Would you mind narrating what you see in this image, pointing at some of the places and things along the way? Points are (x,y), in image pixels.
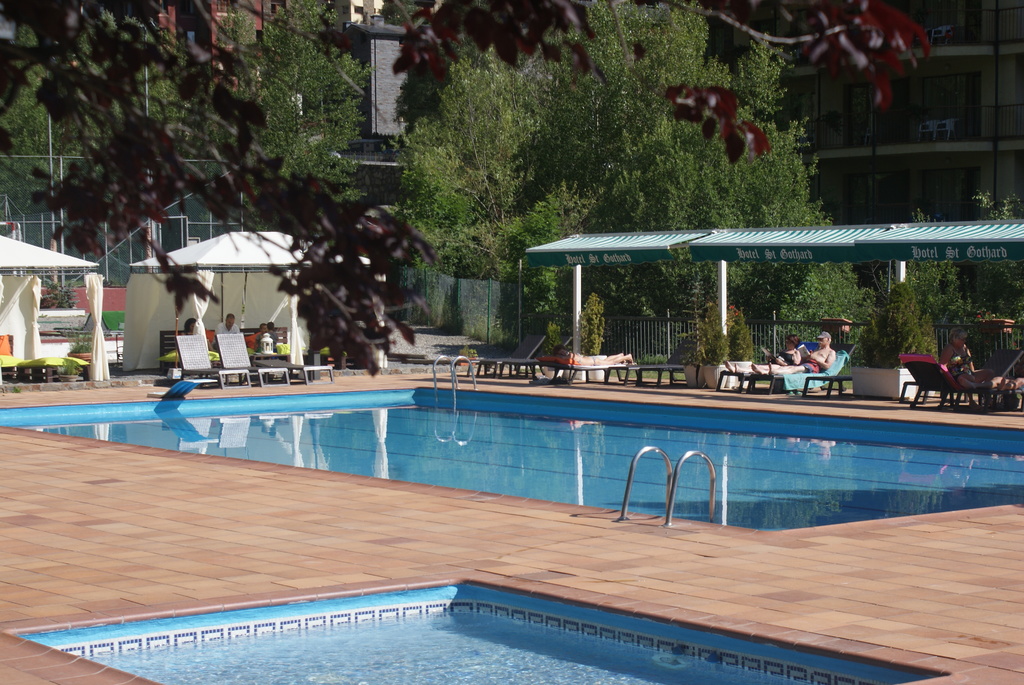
In this image we can see the swimming pools (747,412) and some metal poles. On the backside (881,129) we can see a group of people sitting under the roofs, some benches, plants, a fence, a group of trees (491,271), some metal poles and a building (898,139) with windows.
